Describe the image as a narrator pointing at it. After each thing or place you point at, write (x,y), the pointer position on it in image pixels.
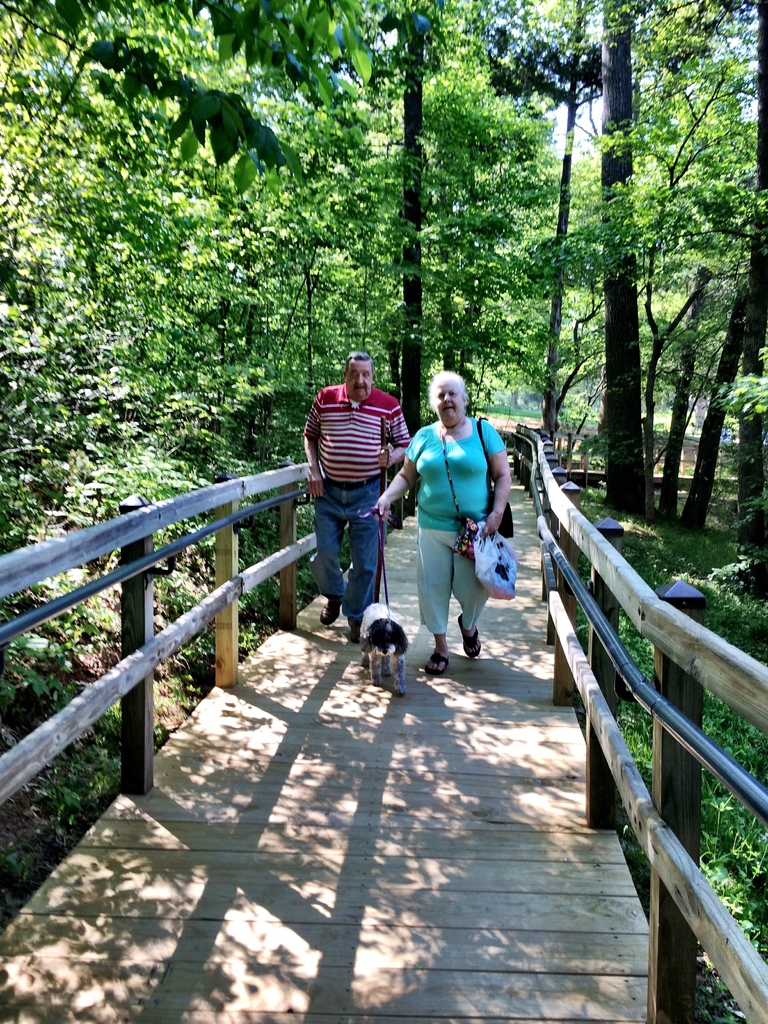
These two persons (456,485) are walking on a bridge (499,692), as there is a movement in their legs (423,598). In between of them there is a dog (398,665). This bridge (468,752) is surround with number of trees (585,197). This woman (450,532) wore bag (466,545) and holding a plastic bag (495,555).
